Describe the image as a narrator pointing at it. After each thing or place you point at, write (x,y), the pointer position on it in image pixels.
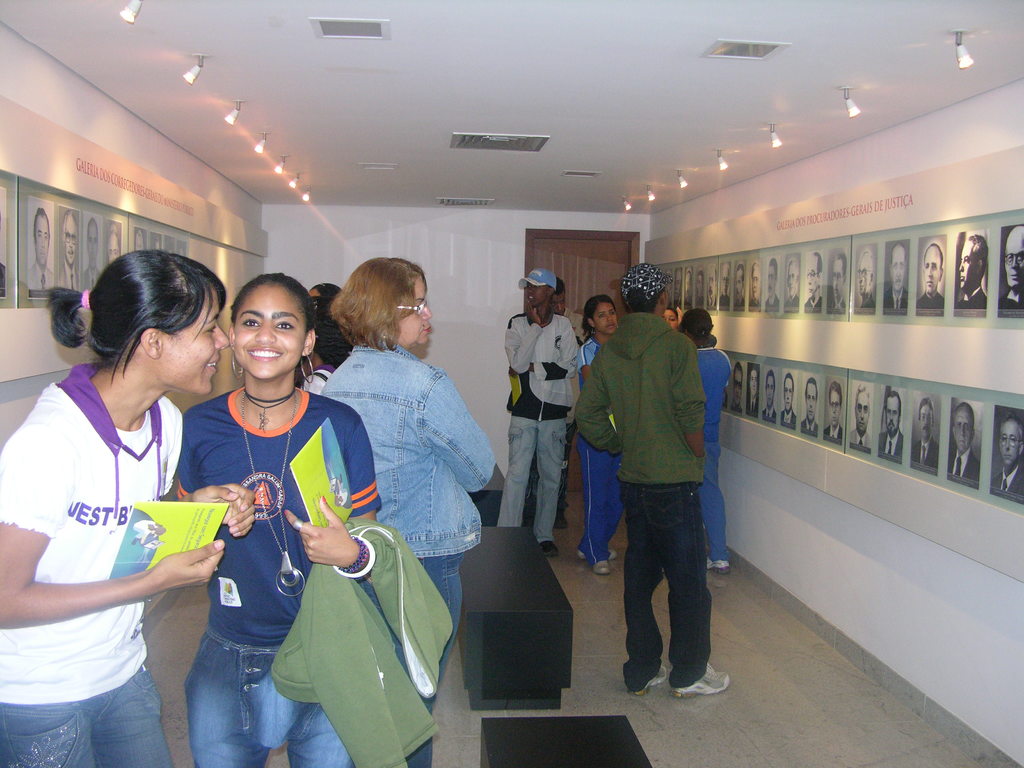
In this image, we can see a group of people (433,483) standing and wearing clothes (419,360). There are photo frames (919,397) on the right (887,471) and on the left side of the image (63,233). There are some lights (198,66) on the ceiling (581,150) which is at the top of the image (549,110). There are boxes (516,610) at the bottom of the image (545,745).
